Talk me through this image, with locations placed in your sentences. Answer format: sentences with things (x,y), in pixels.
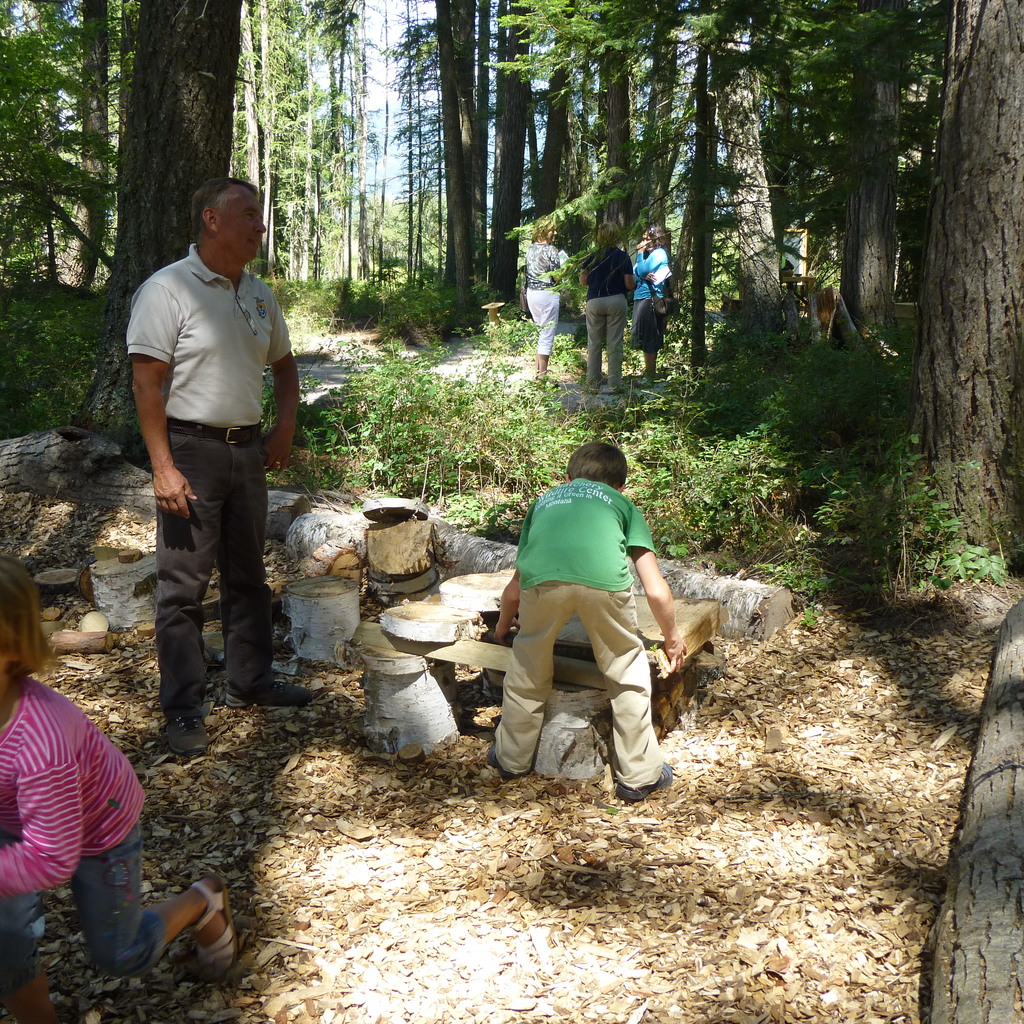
In the center of the image (375,633) we can see the wood logs (1010,724) and a man (180,307) is standing and a boy (571,598) is holding a wood log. On the left side of the image (13,801) we can see a girl (129,843) is running. In the middle of the image (537,378) we can see three persons (555,256) are standing. In the background of the image (1005,332) we can see the trees (945,360), plants (660,447), ground (787,852) and saw dust (596,868). At the top of the image (427,10) we can see the sky (393,32).
